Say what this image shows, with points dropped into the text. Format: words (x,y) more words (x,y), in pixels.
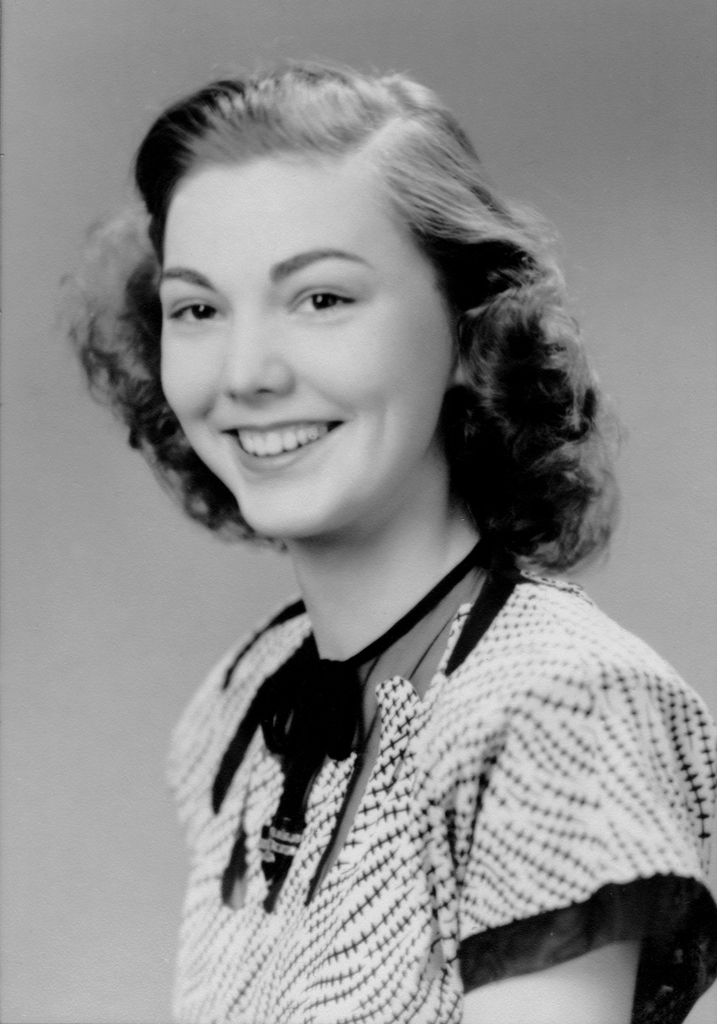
In this picture we can see a girl (439,652) smiling, it is a black and white picture, we can see a plain background (563,134).
